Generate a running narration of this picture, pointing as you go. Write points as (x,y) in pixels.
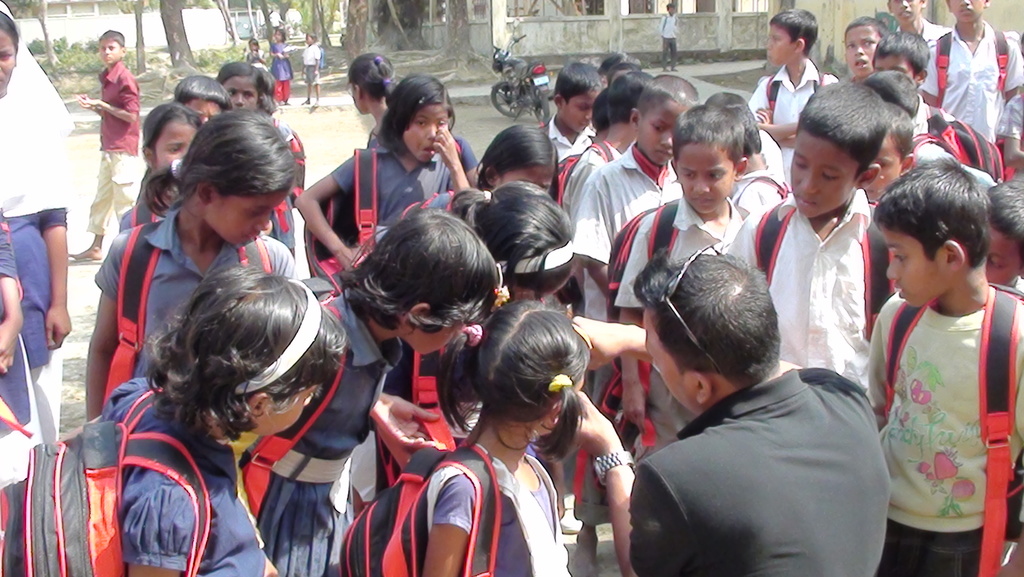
In this picture I can see a group of people (598,320), in the background (495,94) there are trees (267,11) buildings (490,56) and a vehicle (503,56).
